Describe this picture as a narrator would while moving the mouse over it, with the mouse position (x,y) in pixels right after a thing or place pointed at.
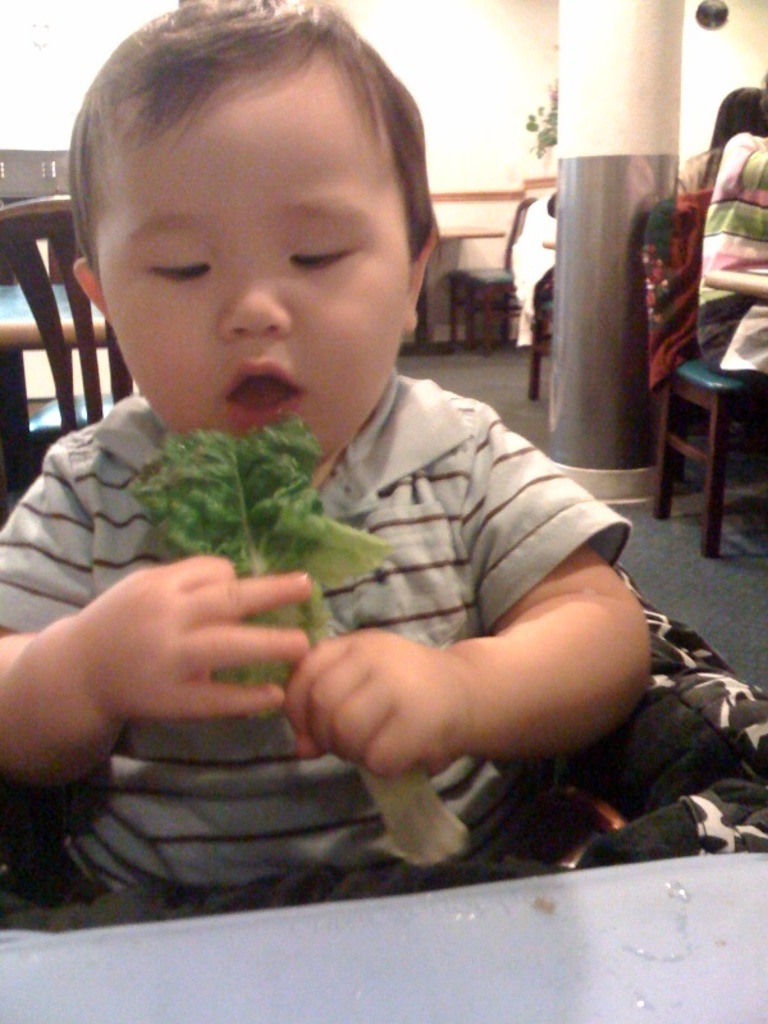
In the picture there is a little boy (164,418) with leaves (380,785) in his hands (338,674) opened his mouth (285,384) staring at the leaves (282,493). On background (62,391) there are chairs (92,396), table (745,276) and pillar (592,365) in the middle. It seems to be in a hotel.
